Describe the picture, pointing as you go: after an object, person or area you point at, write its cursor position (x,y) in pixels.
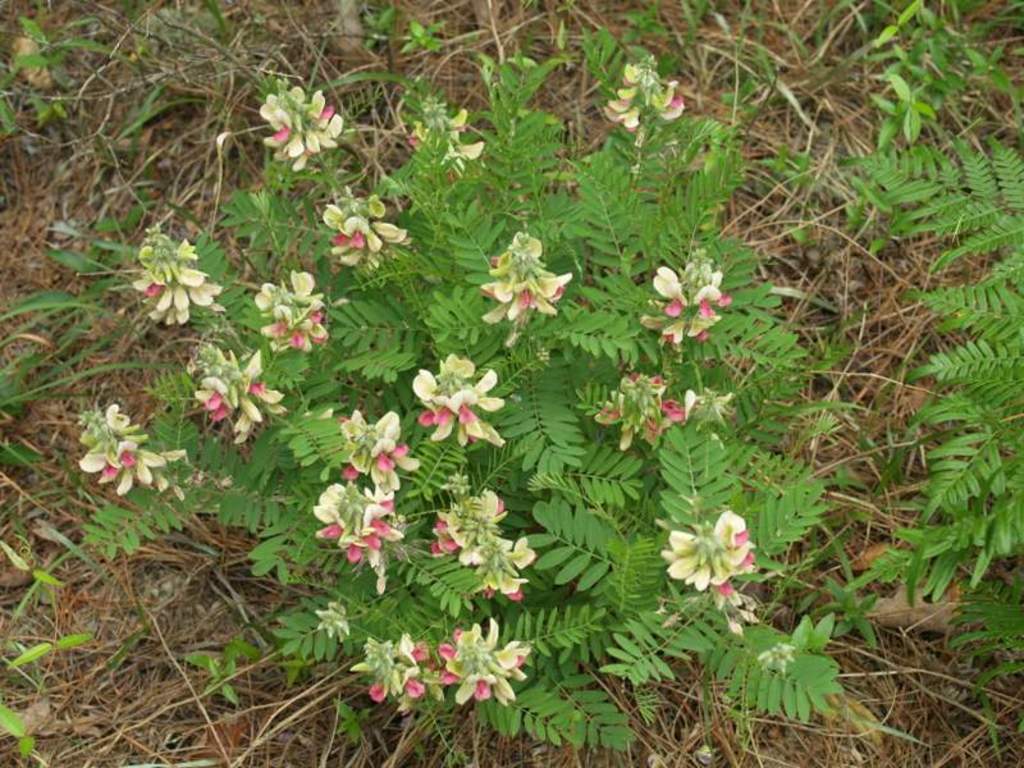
There is a plant (398,406) with flowers (439,538). Also there are few other plants (964,293). On the ground (115,152) there is dried grass (69,159).
